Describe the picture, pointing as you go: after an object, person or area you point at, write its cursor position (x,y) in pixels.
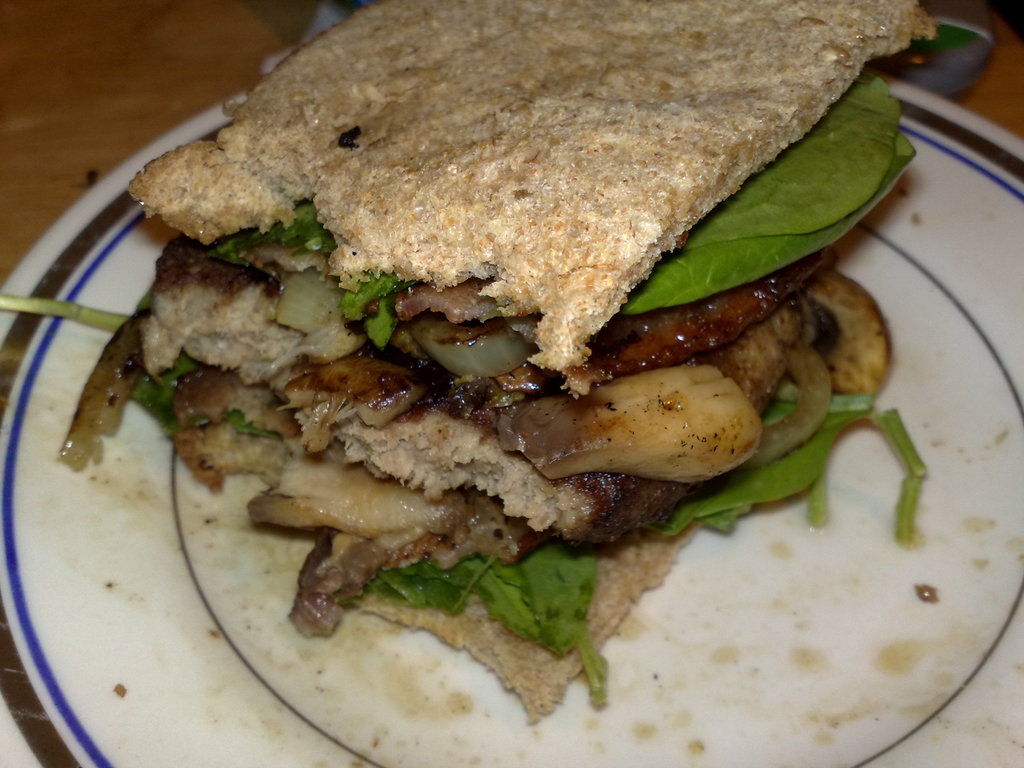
In this image, we can see a plate (872,637) contains some food (531,254).
